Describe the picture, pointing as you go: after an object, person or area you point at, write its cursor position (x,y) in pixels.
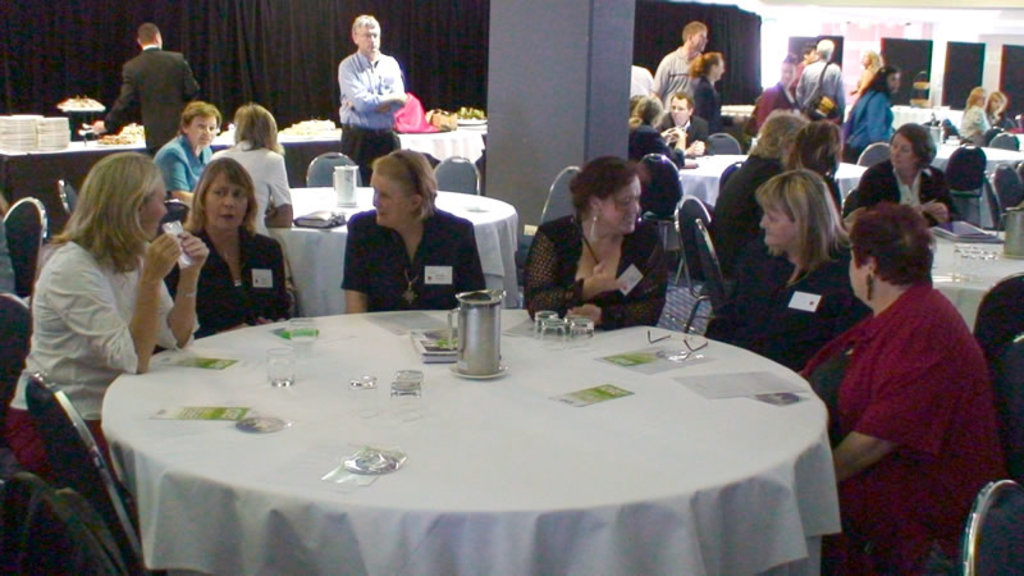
In this image we can see people (786,207) sitting on the chairs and standing on the floor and tables (304,154) are placed in front of them. On the tables (217,137) we can see cutlery (93,134), crockery (40,137), advertisement papers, metal jugs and serving plates (303,131) with food (296,131) in them.
